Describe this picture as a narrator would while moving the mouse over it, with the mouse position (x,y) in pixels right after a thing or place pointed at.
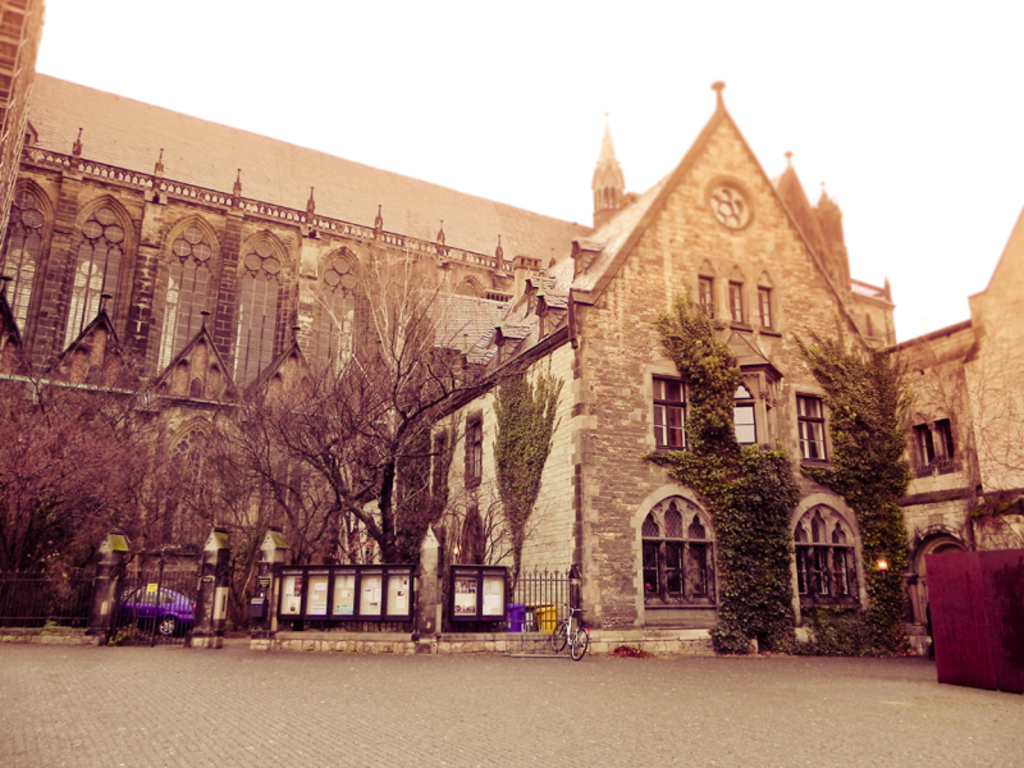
This image is taken outdoors. At the top of the image (445,110) there is the sky (567,142). At the bottom of the image (432,703) there is a floor (165,710). In the middle of the image (518,319) there is a building (518,346) with walls (578,461), windows (818,565), doors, carvings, railings (493,262) and a roof (657,187). There are a few trees (152,529) with stems (78,488) and branches (236,498). There are a few creepers (761,464) with green leaves (882,595) and there is a light (884,572). There is a railing (144,603). There are a few boards (380,594). A car (176,600) is parked on the ground (512,663) and a bicycle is parked on the floor (551,679).
